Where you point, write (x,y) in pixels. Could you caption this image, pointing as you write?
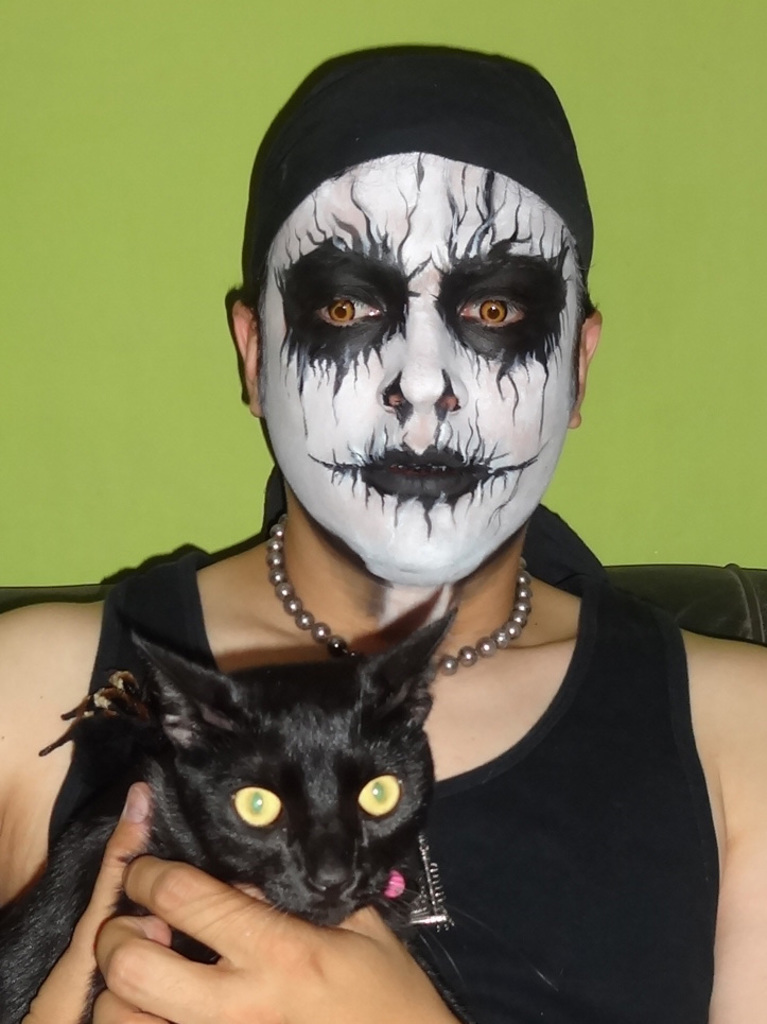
In the picture we can see a person (473,628) wearing different costume (412,486), black color vest (507,799) holding black color cat (156,832) in hands (115,878) and in the background (244,435) there is a wall (142,209) which is in green color.
